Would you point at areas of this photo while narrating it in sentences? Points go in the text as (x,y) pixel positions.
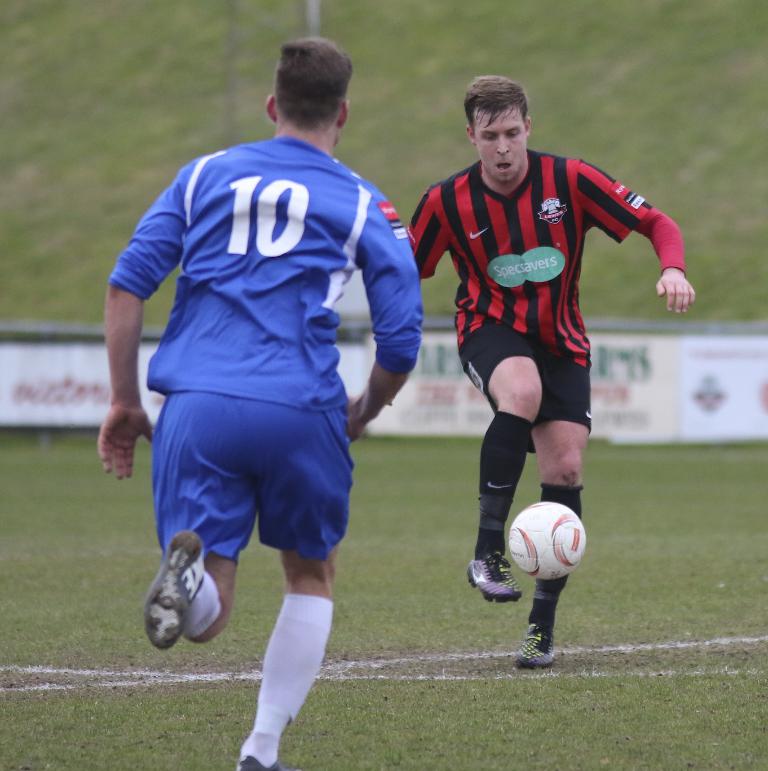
Here we can see two people (252,373) playing football on the ground (361,637).
